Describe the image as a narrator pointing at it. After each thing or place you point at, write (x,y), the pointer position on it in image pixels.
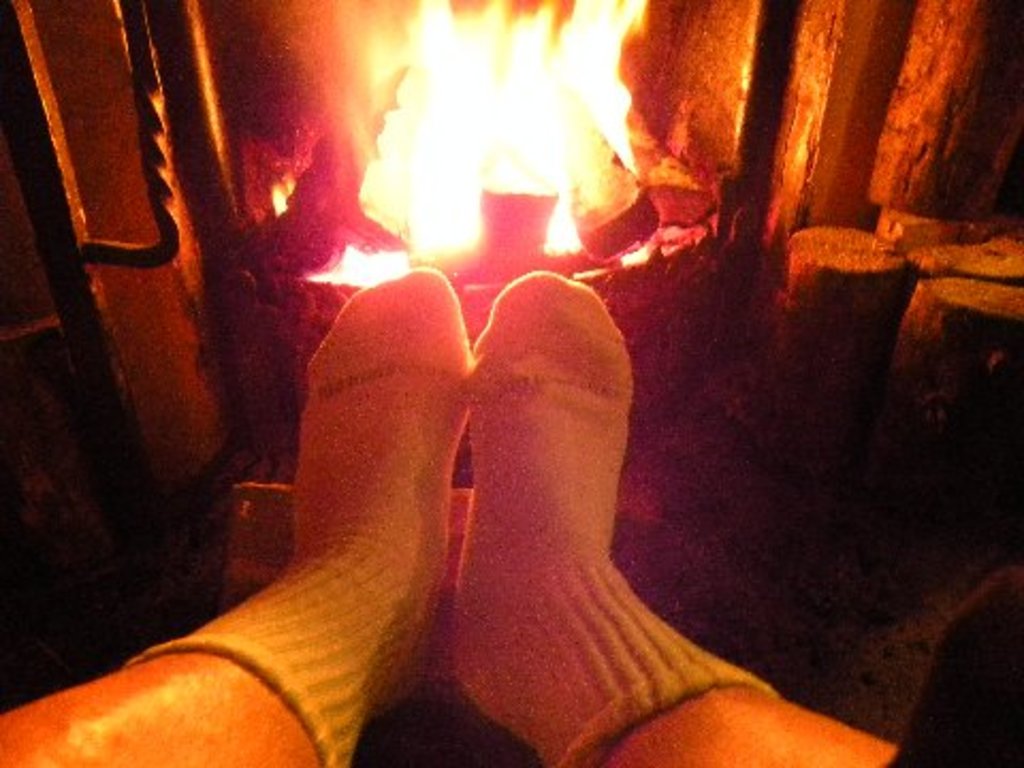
In the picture there are legs (120,680) of a person (413,642) in front of a fire pit (209,172), the person (504,351) is wearing socks (421,544) to the legs (493,578).
